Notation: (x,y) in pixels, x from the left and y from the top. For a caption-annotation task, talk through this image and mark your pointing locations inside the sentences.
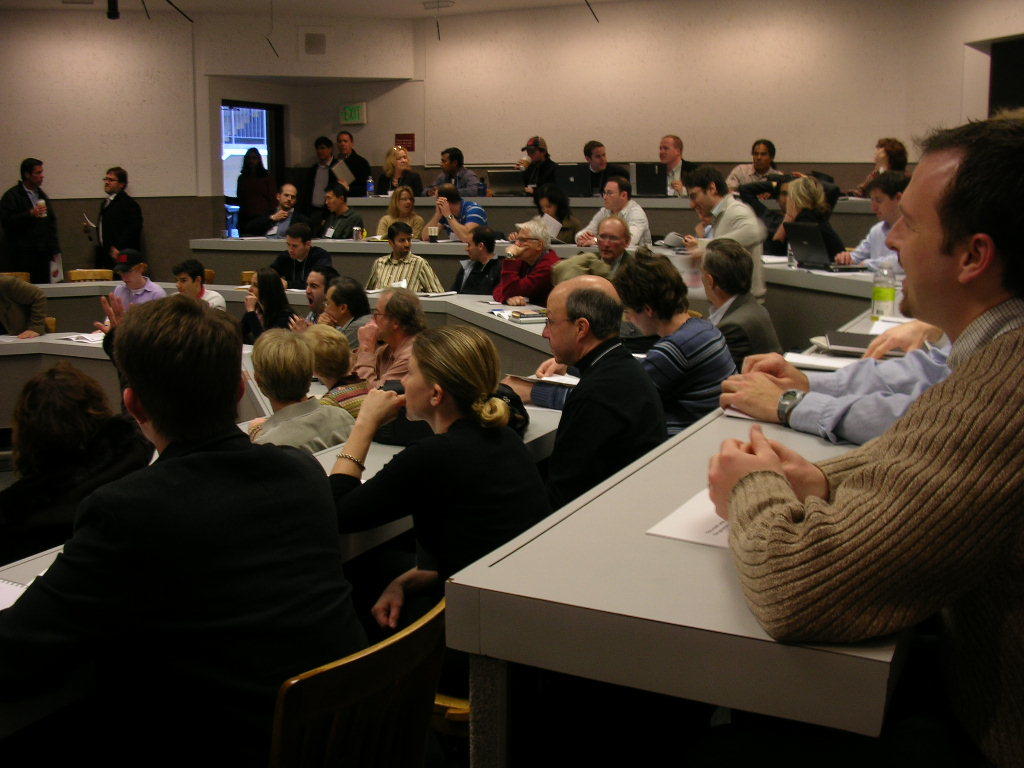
In the classroom (641,474) there are many people (443,409) sitting. In front of them there is a bench (593,562). There are some papers (700,506), glasses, bottle (883,283), laptop (812,242). They are sitting on the chairs (385,681). To the top left corner (123,208) there are two people (15,225) standing and talking. And to the entrance (238,146) there is a lady (250,180) standing.
